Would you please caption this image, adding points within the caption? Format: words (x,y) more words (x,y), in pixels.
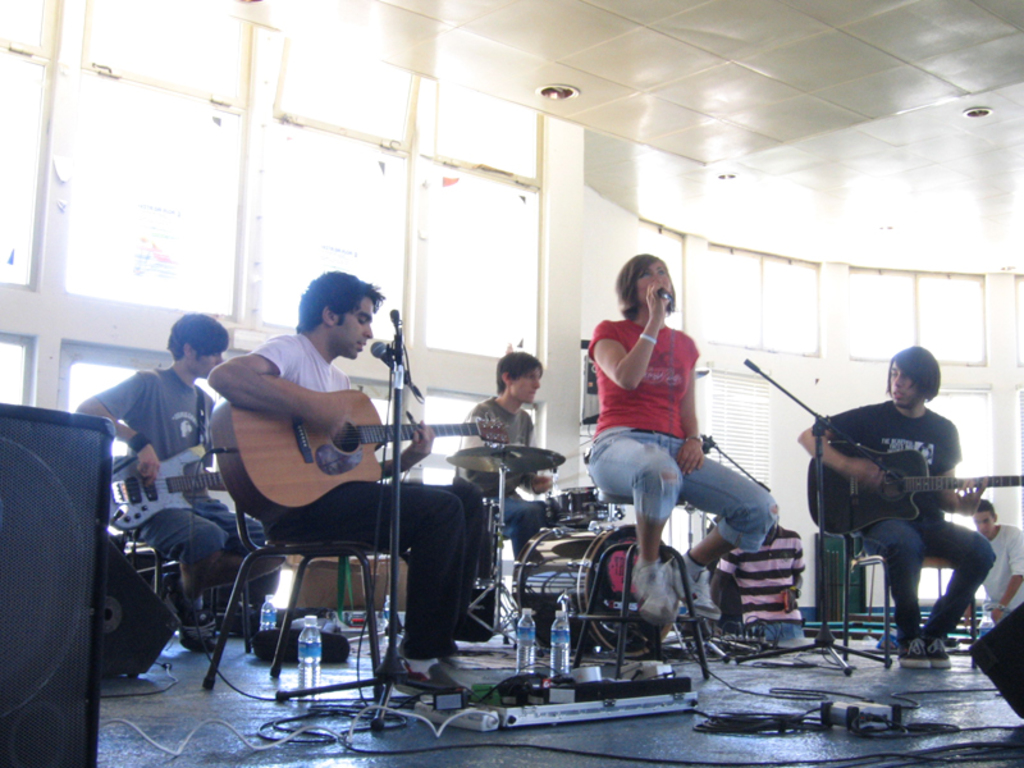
In this image I can see the group of people (359,489) sitting and playing musical instruments (490,459) and these people (803,441) are on the stage (546,733). There are two people (790,570) at the right (770,595). I can also see some of the bottles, sound system (50,619), wire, mics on the stage (775,742). At the back (273,105) there's a wall (551,207) with window (485,216).
